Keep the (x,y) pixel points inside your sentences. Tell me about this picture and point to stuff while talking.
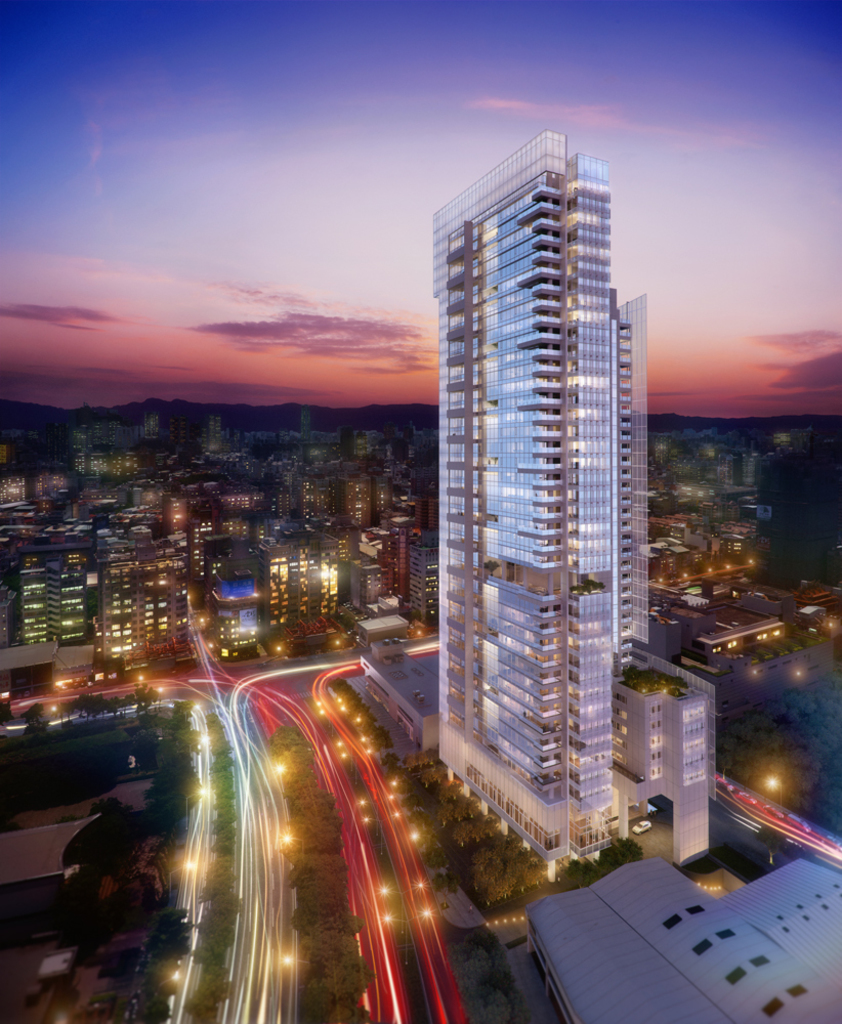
In the image we can see there are buildings (486,639) and these are the windows (580,643) of the building (123,628). Here we can see lights (369,820), road (363,796), trees (410,798) and a sky (210,296).
